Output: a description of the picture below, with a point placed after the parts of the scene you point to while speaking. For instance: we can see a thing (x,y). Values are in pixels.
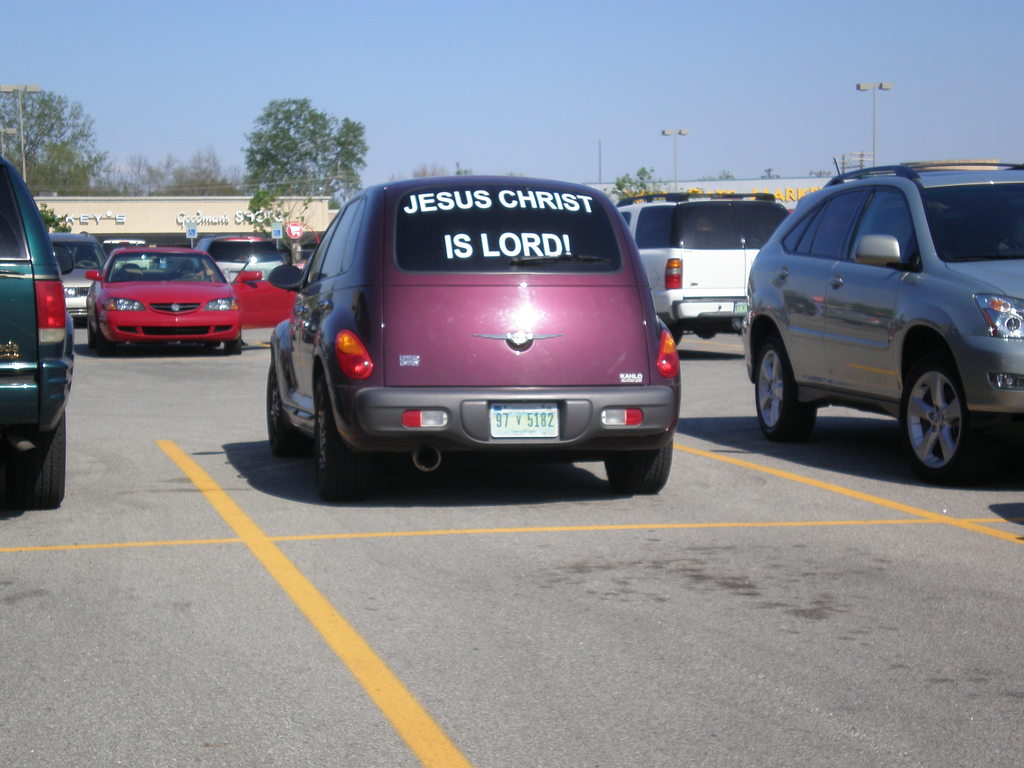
In this image I can see the ground (507,647) and few vehicles (358,325) which are red, white, grey and pink in color on the ground (609,677). In the background (131,202) I can see few buildings (116,215), few trees (160,182), few poles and the sky (479,113).
